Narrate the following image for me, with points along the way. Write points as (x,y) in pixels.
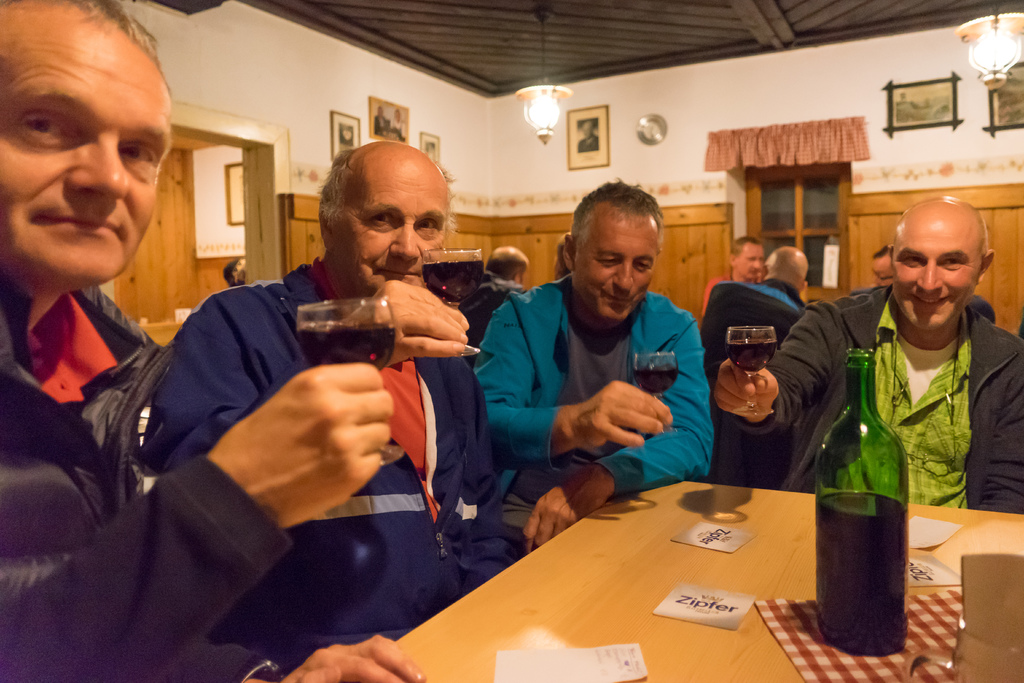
In this image few people (655,309) are sitting on chairs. They are holding wine glasses (461,280). On a table (534,632) there are some cards (718,616), bottle (835,574). In the background (829,187) there are some paintings (584,141) on the wall (842,102), there is a window (820,177), there is a door (187,192). On the roof (465,37) a light (535,95) is hanged.
